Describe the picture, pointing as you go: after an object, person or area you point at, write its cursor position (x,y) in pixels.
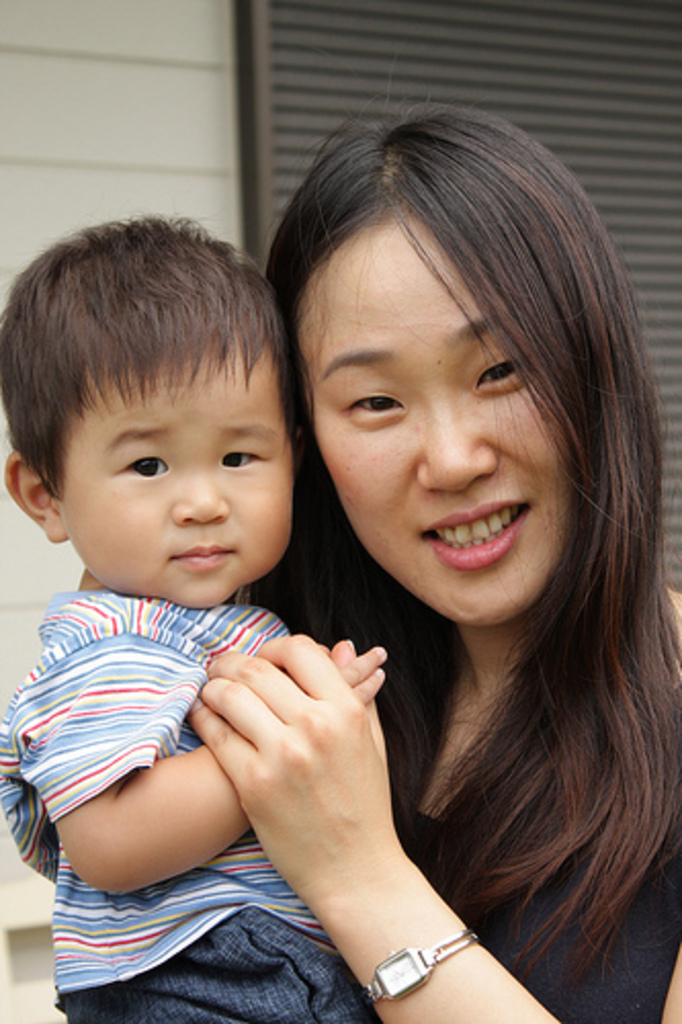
In this image I can see two people (323,856) with different color dresses (288,903). I can see the cream and black color background (281,74).
